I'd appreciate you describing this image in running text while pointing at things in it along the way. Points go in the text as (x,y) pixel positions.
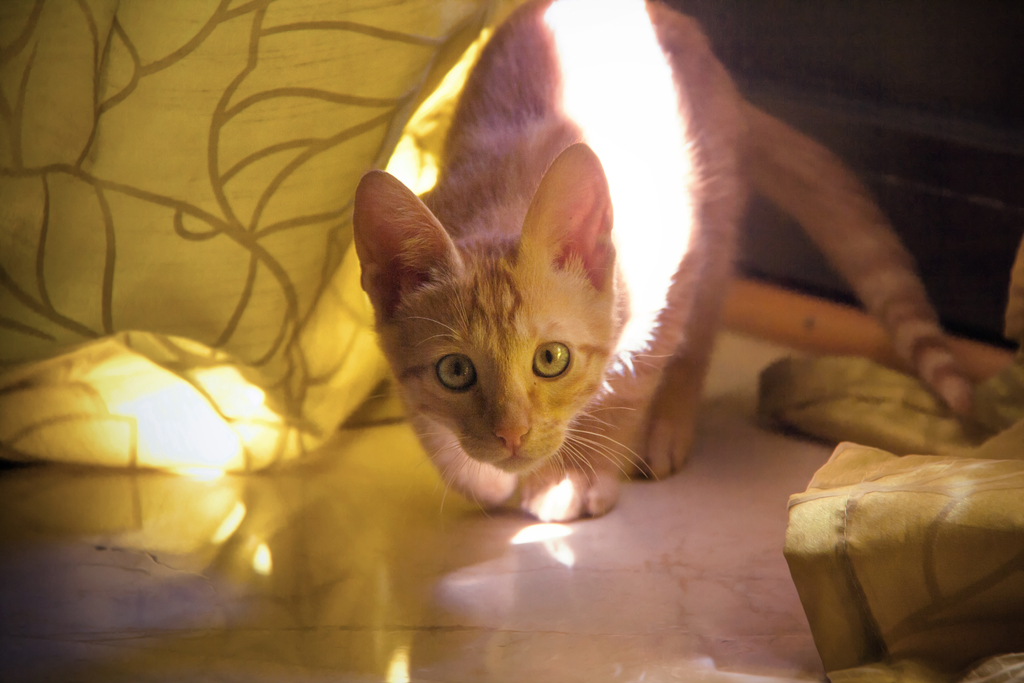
This is a cat (599,278) orange color cat (590,283) on the floor (489,603).
